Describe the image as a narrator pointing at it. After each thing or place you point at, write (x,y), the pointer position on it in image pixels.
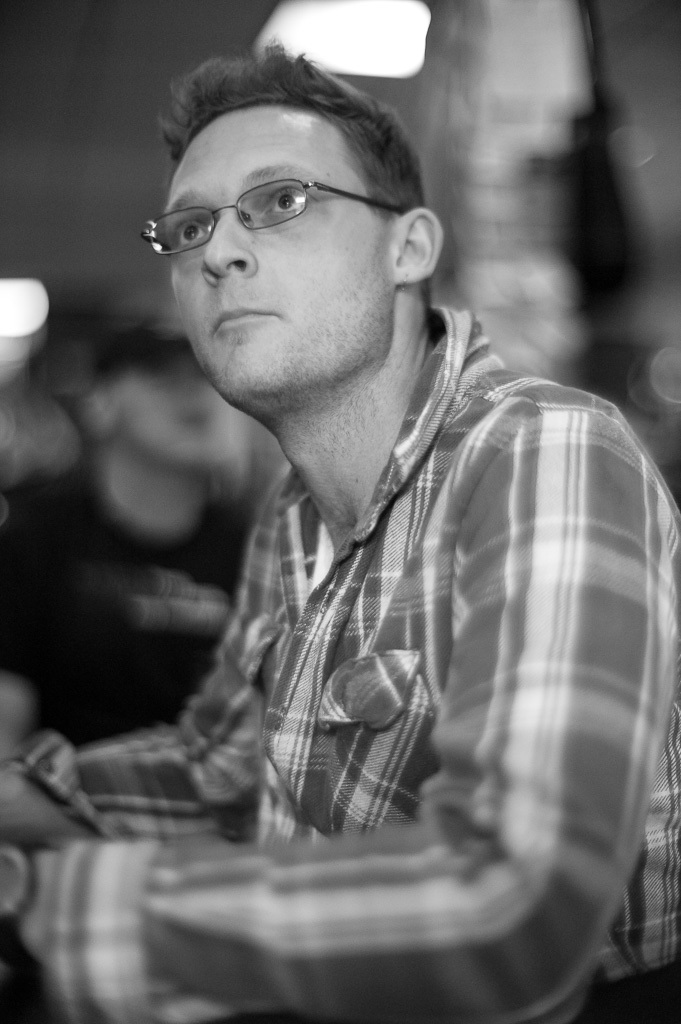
In this picture we can see a man (458,601) in the front (314,327), he wore spectacles (251,209), there is a blurry background (474,135), it is a black and white image.
